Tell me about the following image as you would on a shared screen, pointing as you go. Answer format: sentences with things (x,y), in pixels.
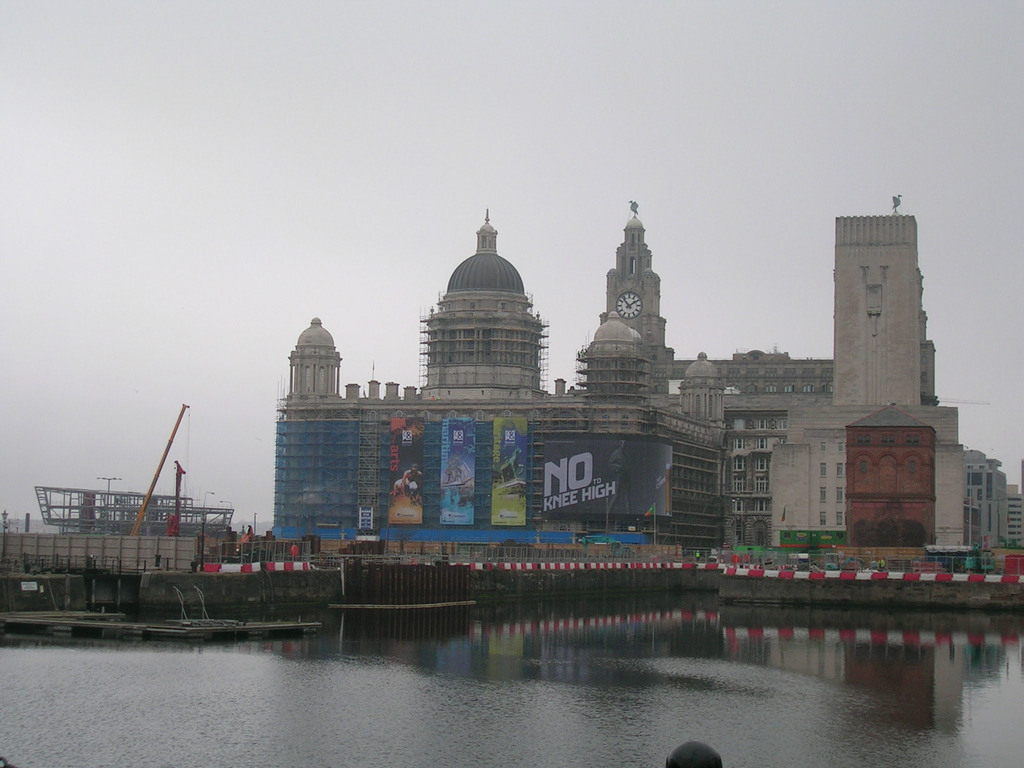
In this image, there are buildings (723,533), hoardings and a clock tower (654,368). On the left side of the image (145,502), I can see the cranes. There is water (849,693). In the background (315,126), I can see the sky (670,88).
